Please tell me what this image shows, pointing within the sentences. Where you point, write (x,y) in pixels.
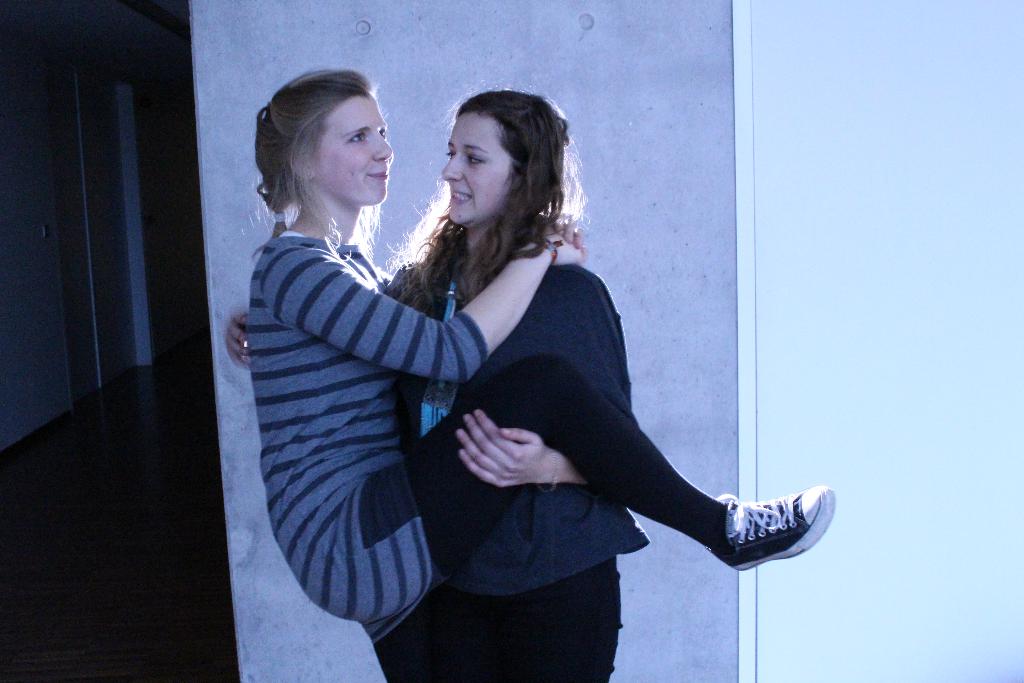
In the background (218,434) there are a few walls (228,155). At the left bottom of the image (87,541) there is a floor (122,461). In the middle of the image (427,329) there are two women (375,403).
